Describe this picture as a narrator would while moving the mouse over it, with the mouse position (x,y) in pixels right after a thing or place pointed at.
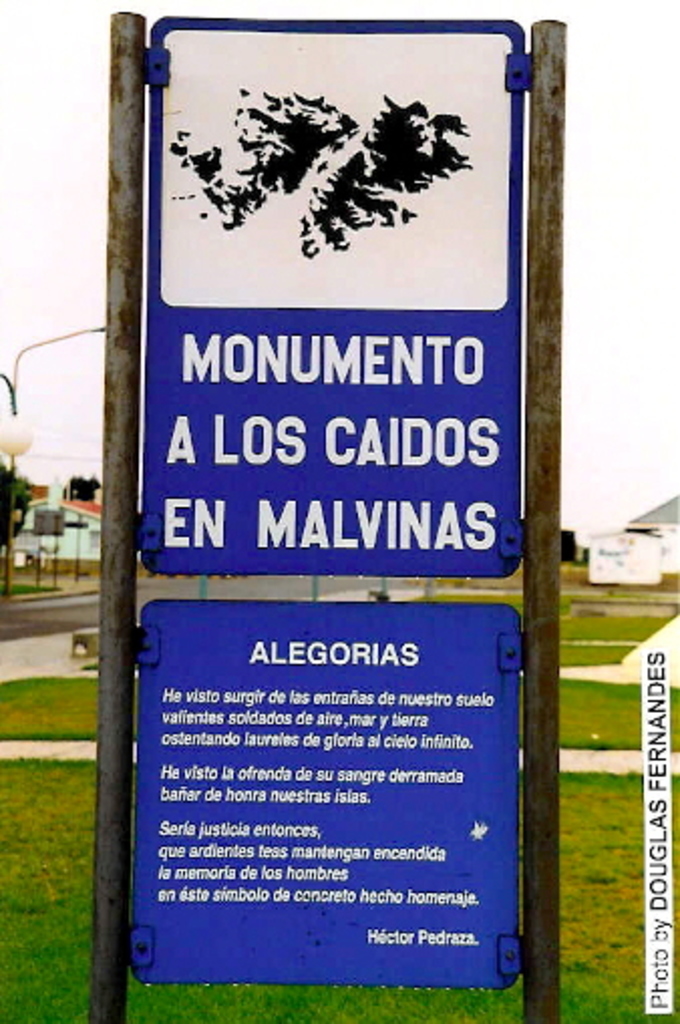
In the image there is a board (197,664), it is displaying some text (315,847) and behind the board (458,657) there is a lot of grass (563,629) and on the left side (65,507) there is a house (70,518) and a street light (11,428).
